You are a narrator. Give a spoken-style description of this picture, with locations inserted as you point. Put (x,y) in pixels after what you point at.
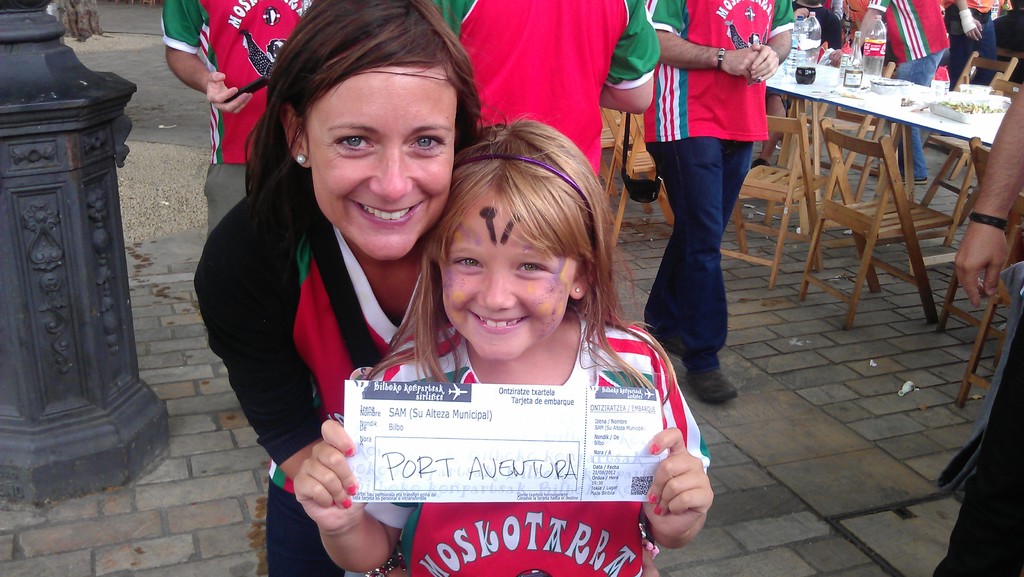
The image is outside. In the image there are two people (429,343) woman (391,279) and a girl (520,366). The girl (502,328) is holding a paper (539,392) on her hands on right side of the image (801,214) we can see some chairs (866,184) and a table (916,120), and on table (969,112) we can see a tray (982,99) with some food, water bottle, drink (868,43), plates (968,92). On left side (94,220) we can see pole (82,200) in background (188,24) there are group of people (576,11) who are walking and standing.
